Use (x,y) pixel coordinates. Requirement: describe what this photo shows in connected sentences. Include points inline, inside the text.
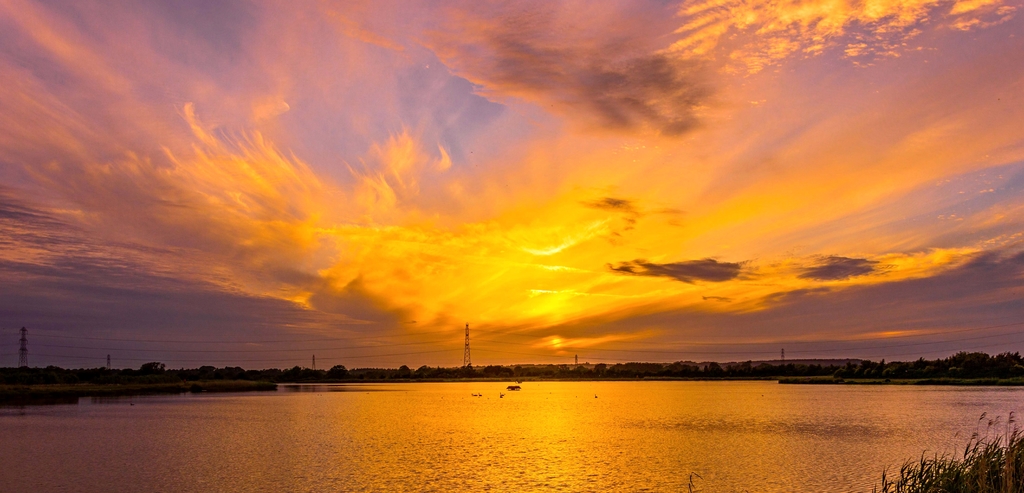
In this picture I can see water (427,421), Trees (367,369) and few poles (576,365) and a building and i can see a cloudy Sky (615,263) with sunlight (477,287).
